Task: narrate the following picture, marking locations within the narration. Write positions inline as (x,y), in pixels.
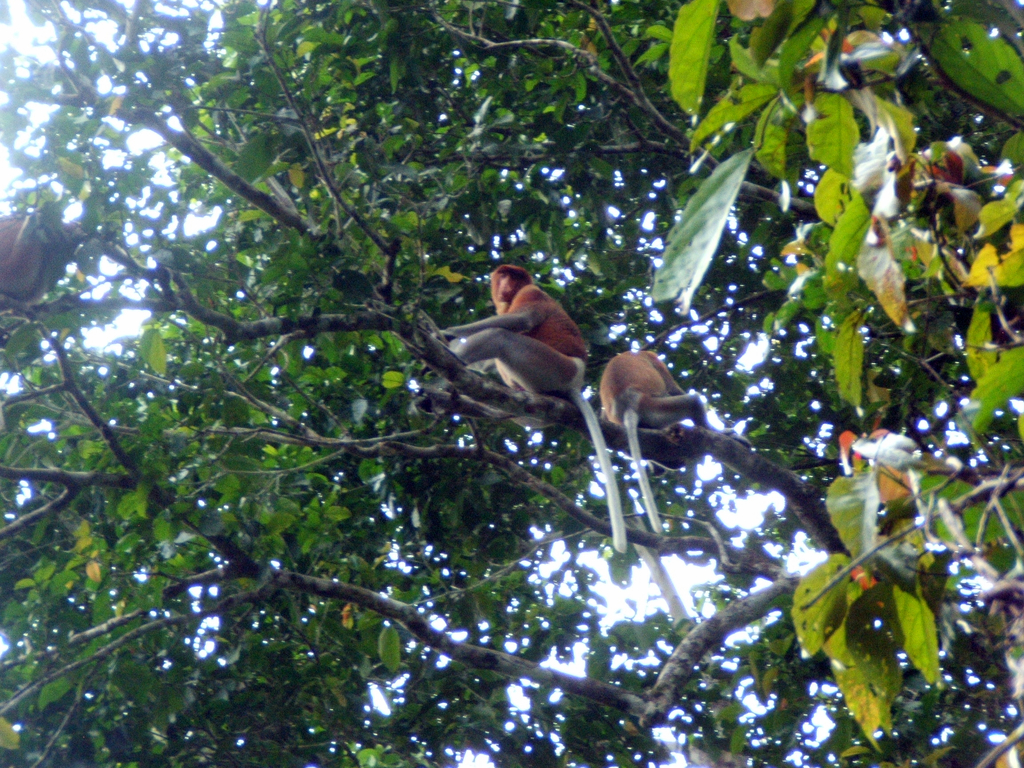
Here in this image I can see number of monkeys (63,235) on branch (136,264) of a tree (462,178).
